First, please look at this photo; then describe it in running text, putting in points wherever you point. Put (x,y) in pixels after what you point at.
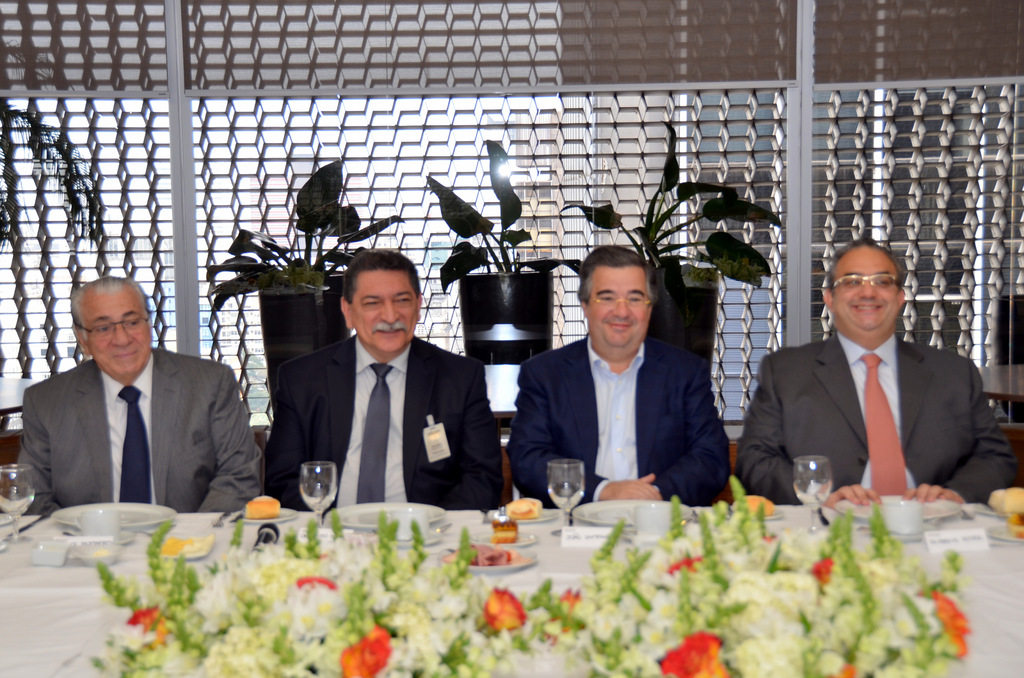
In the center of the image (621,256) there are four people (170,489) sitting. In front of them there is a table (1008,652). On which there are glasses (571,476), plates (397,506) and many other objects (403,541). In the bottom of the image (502,615) there is a flower vase (614,590). In the background of the image (283,312) there are plants (607,224).
